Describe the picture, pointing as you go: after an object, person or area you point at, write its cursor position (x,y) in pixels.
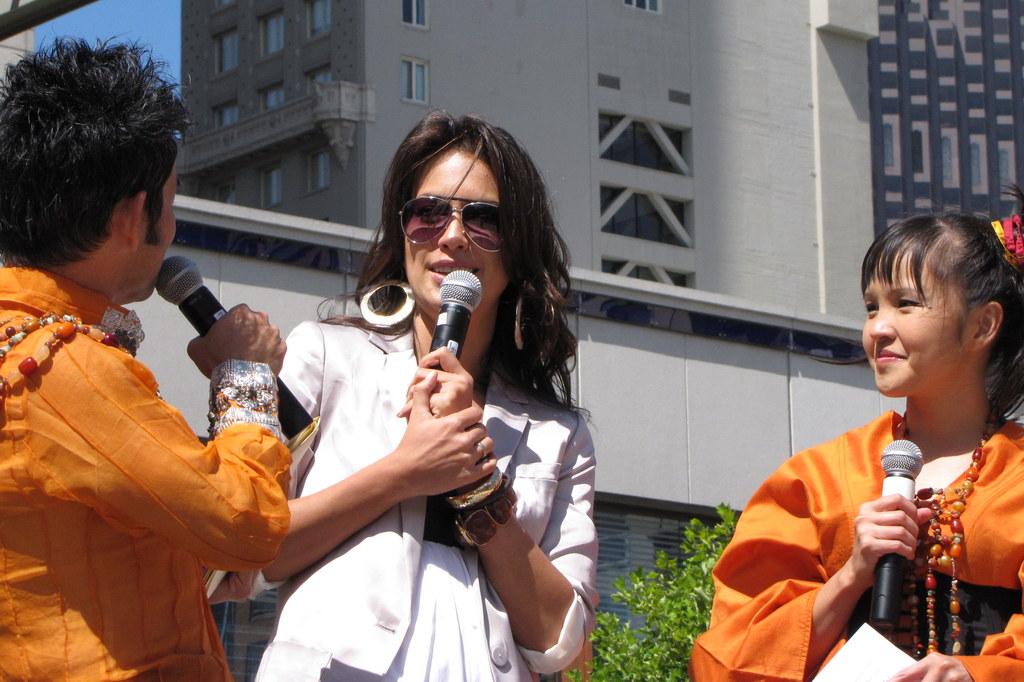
in this image In the middle (393,303) there is a woman (366,470) she is holding mic (458,325), her hair (392,212) is long. On the right (912,398) there is a woman (922,334) she is staring at man (146,283). The three (162,437) are holding mic (449,341). In the background (185,322) there is building (750,190) and plant (668,594).
